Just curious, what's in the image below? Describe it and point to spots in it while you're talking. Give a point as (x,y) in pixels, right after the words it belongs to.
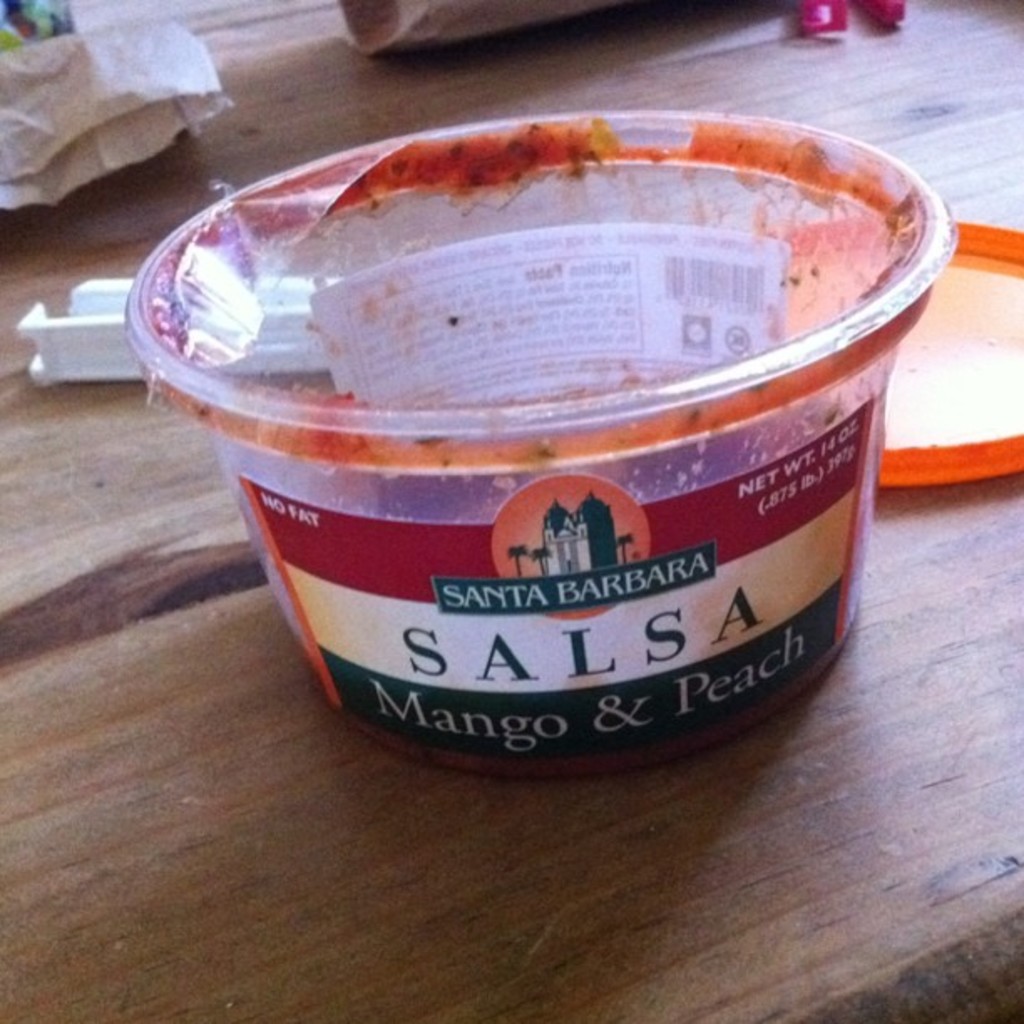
In this image in the front (477,490) there is a cup (400,394) with some text (743,615) written on it. In the center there is a lid (953,397) of the cup (712,336) and there is an object (89,328) which is white in colour. In the background (70,99) there are objects (138,76) which are brown in colour and red in colour which is on the brown colour surface (248,641).
